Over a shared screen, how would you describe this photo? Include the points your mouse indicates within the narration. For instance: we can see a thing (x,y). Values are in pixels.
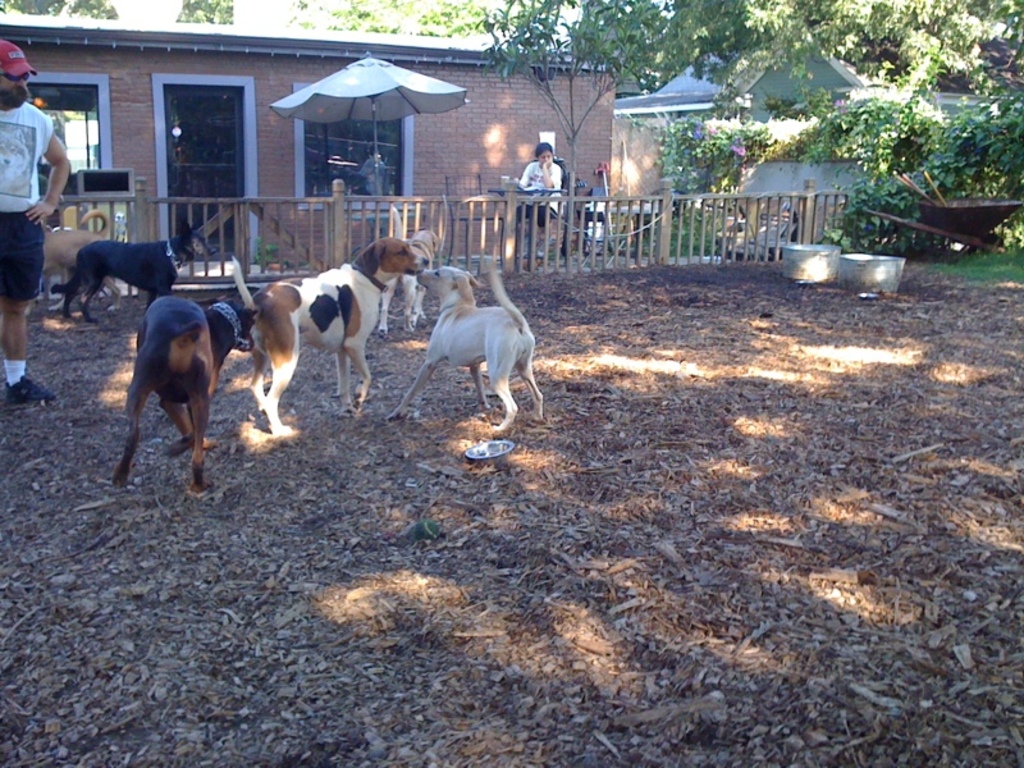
In this picture I can see some dogs (130,427) are on the ground (234,569) side one person (7,303) is standing and watching, we can see a woman (537,163) is sitting behind the fencing (606,254) behind we can see some houses (515,166) and trees (570,191).
